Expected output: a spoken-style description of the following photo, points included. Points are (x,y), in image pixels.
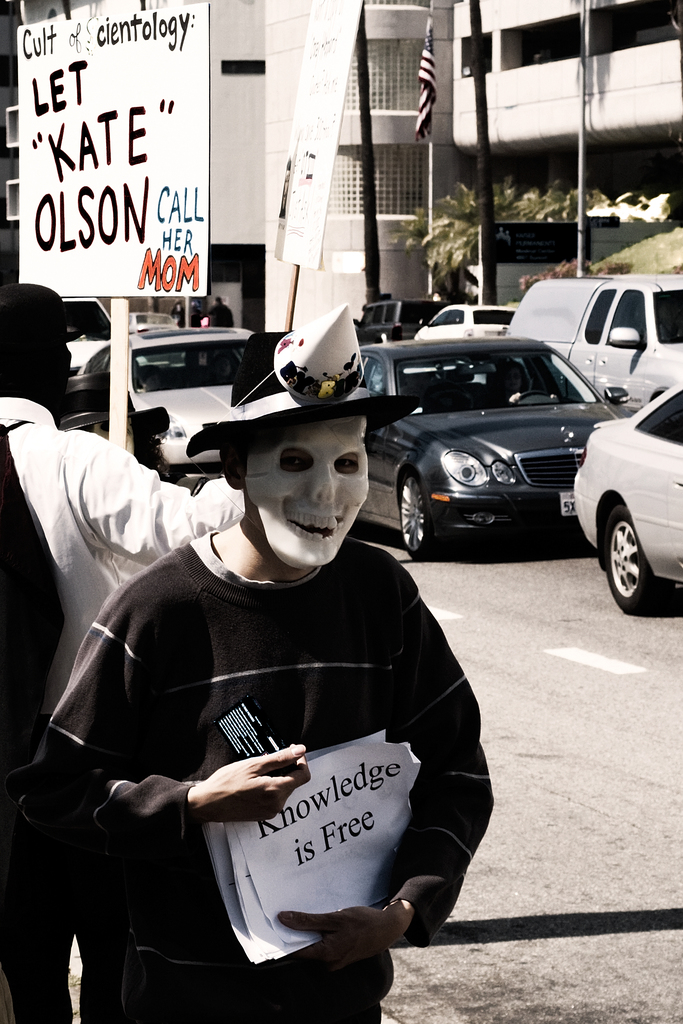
In this image, we can see vehicles (544,299) on the road (541,646) and in the background (284,91), there are buildings (415,105), poles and we can see a flag (423,111). In the front (219,729), we can see a person (292,610) wearing costume (299,594) and holding some papers (273,839) and there is an another person (105,461) holding a board (108,285).
